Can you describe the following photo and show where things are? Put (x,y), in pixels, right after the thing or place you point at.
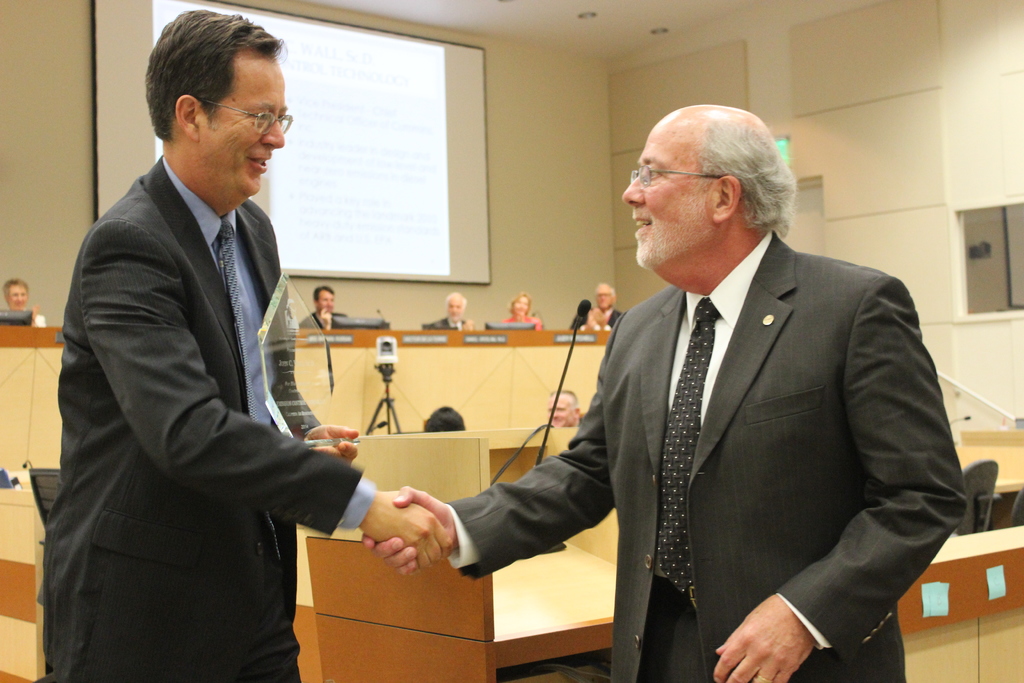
In this image I can see two persons (542,498) standing and handshaking each other. There are group of people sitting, there are chairs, desks (513,370), monitors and mike's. There is a camera (388,342) with tripod stand (382,392) and there is a screen (326,145) attached to the wall (13,112), also there is a ceiling (643,30) with lights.
